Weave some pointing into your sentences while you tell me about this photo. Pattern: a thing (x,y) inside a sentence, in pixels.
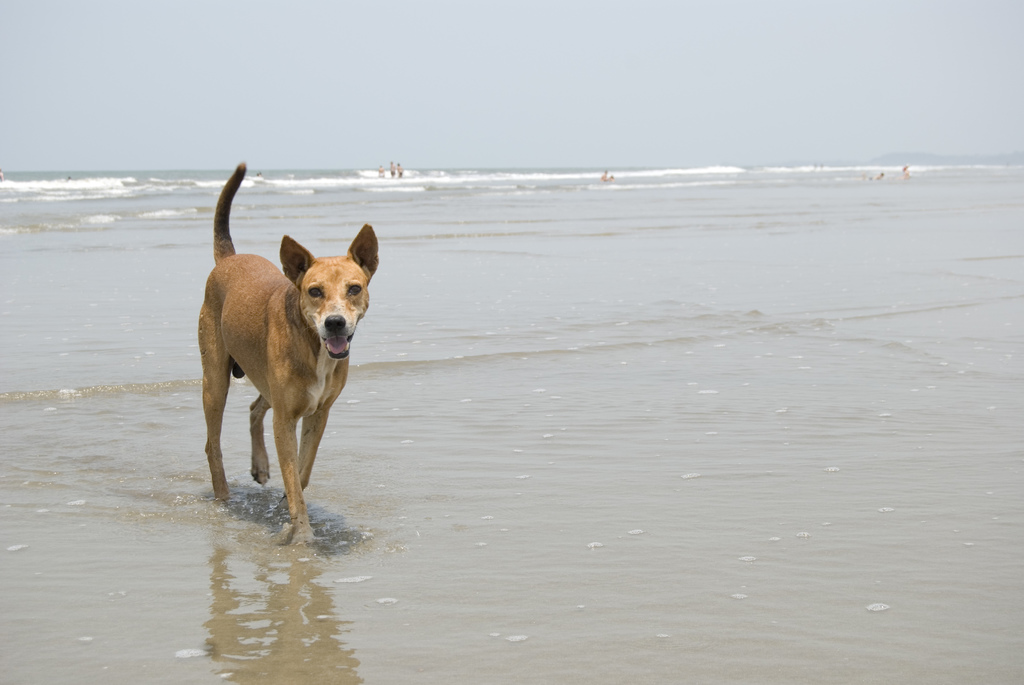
In the center of the image (360,285) we can see one dog (248,288), which is in brown color. In the background (400,392), we can see the sky (927,30), water (686,216) and few people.
